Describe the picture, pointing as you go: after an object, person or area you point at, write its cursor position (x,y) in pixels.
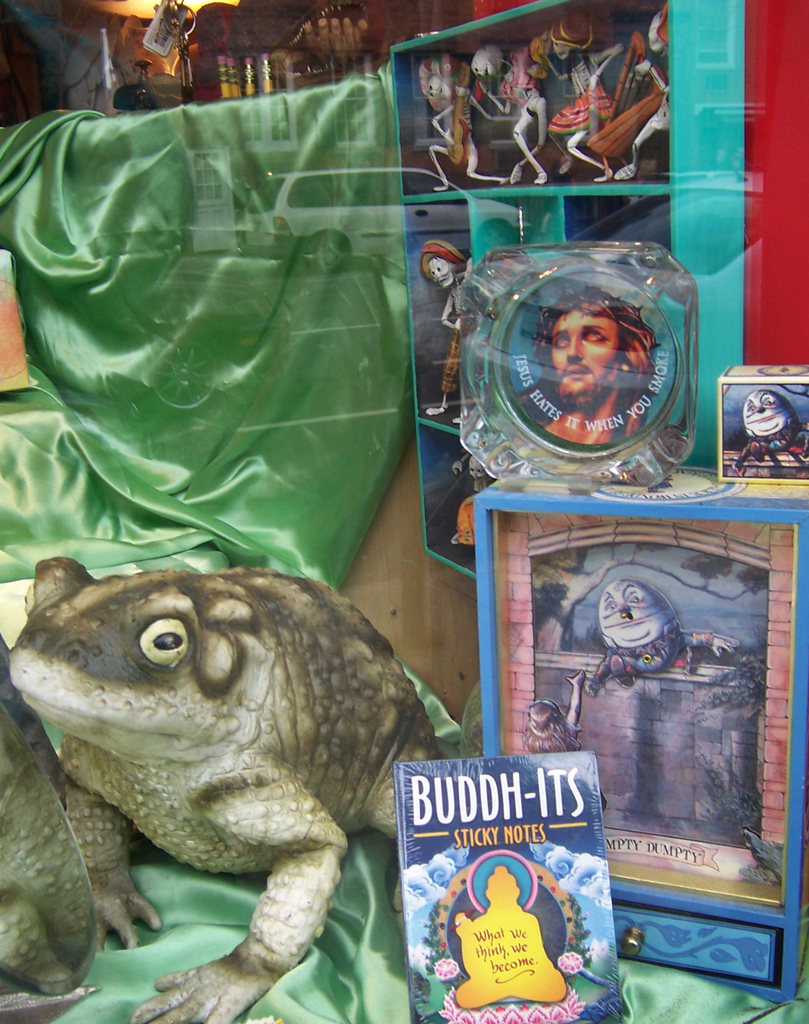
In this image, we can see glass (219,247). Through the glass (320,150), we can see book (558,844), some objects (788,393), photo frames (517,548), toy (263,697), cloth (211,344). On the glass (209,360) we can see some reflections (357,230). Here there is a vehicle (317,228), door (233,247), building (275,155) with glass windows (345,129).
